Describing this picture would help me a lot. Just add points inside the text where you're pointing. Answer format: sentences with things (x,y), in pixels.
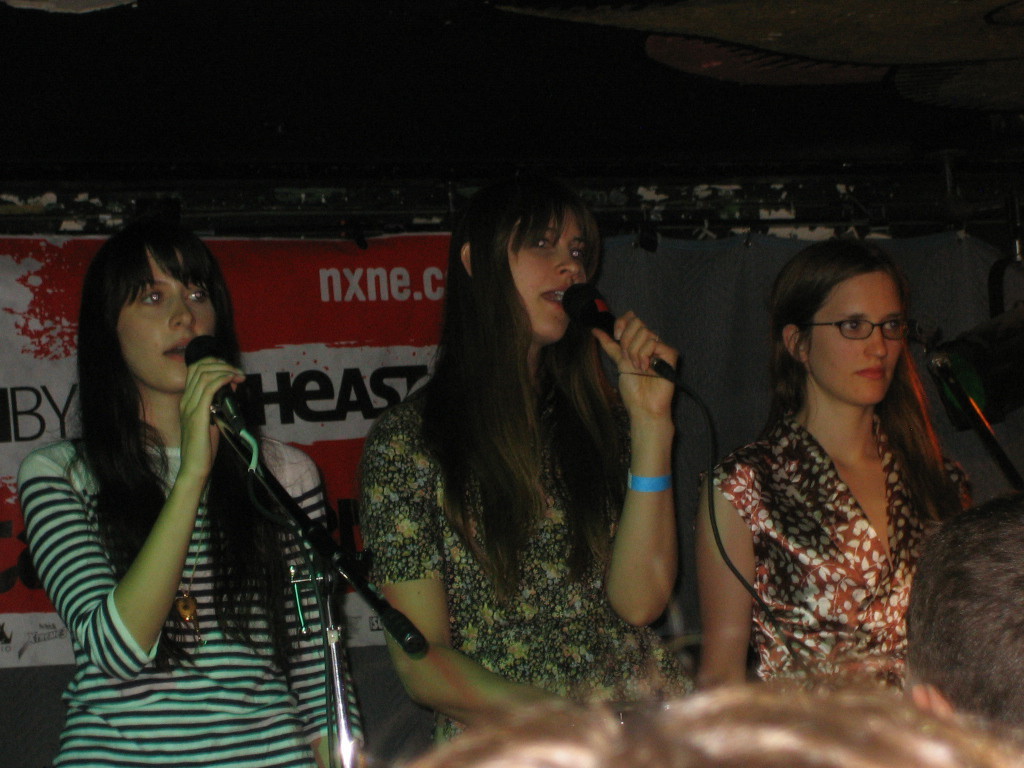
In this picture I can see three women (233,353) two of them are holding the mic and they are singing. In the back (243,278) I can see the poster (273,287) which are placed on the wall (297,216). In the bottom (525,721) I can see the people's hair (731,744).
